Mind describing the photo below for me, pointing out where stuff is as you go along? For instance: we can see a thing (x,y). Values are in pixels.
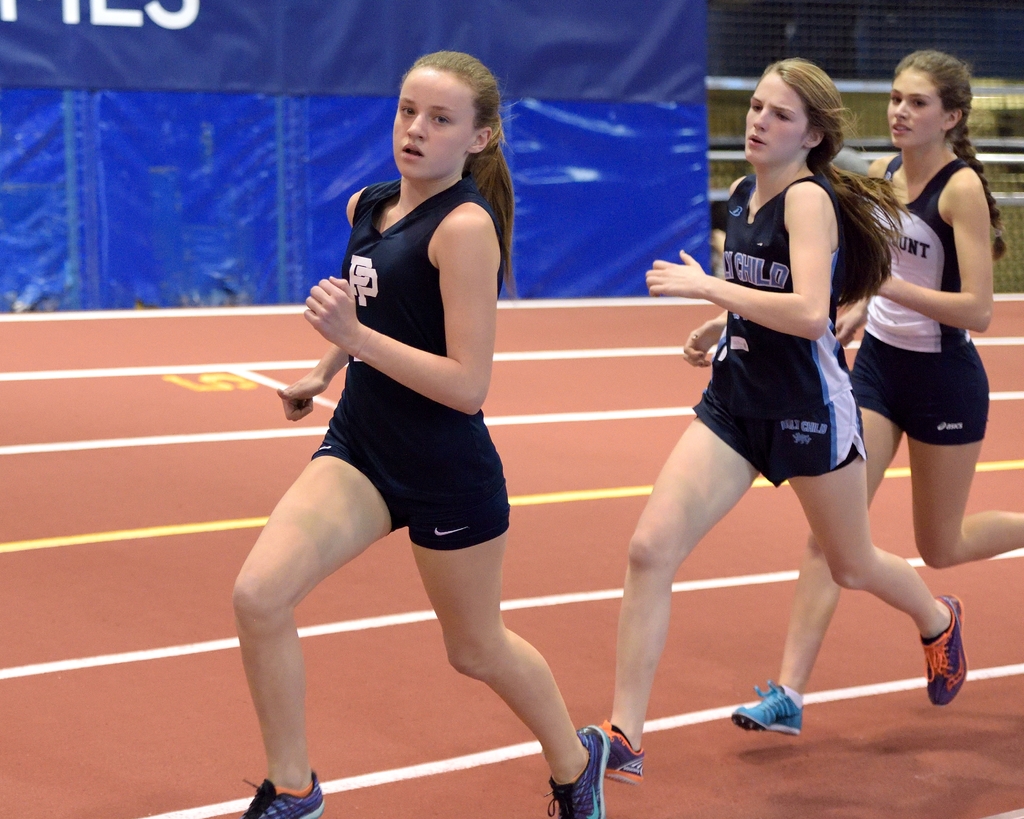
In this image there are three women (484,369) running, there is a running track (289,471) towards the bottom of the image (211,579), there is a number (221,385) on the track (221,399), there is a fence (821,59) towards the right of the image (844,56), there is a banner (298,75) towards the top of the image (360,77), there is text (112,17) on the banner (158,34).
